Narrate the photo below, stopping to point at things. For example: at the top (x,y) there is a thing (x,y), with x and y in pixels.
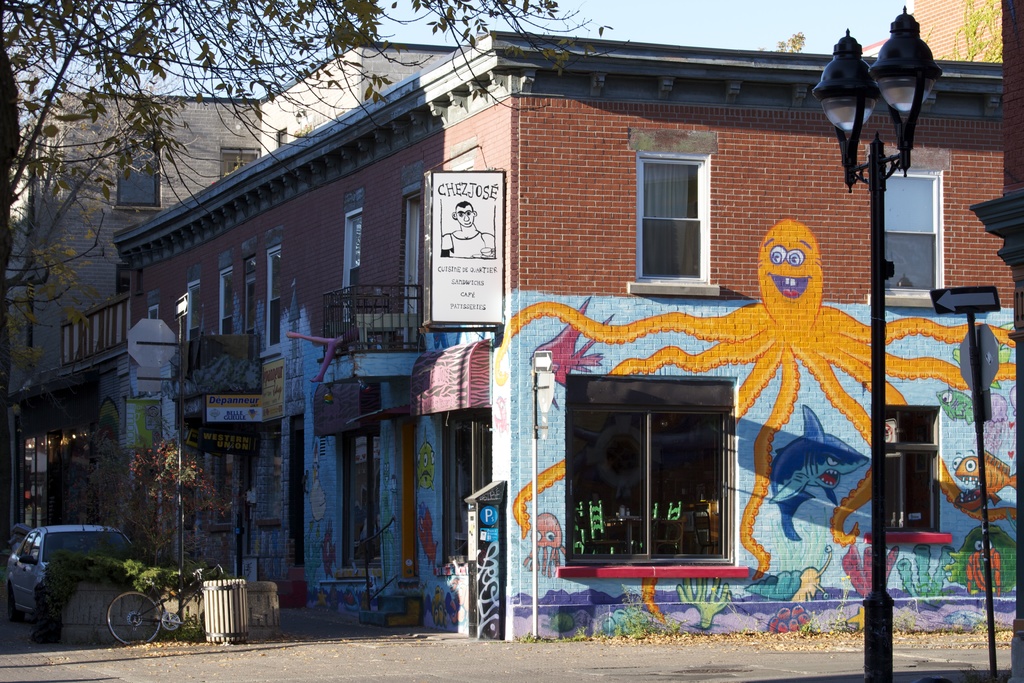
In the center of the image (484,288) we can see the sky (95,78), trees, buildings (767,90), windows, banners (471,249), sign boards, poles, fences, one dustbin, plants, vehicles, lights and few other objects (495,585). And we can see some paintings (776,403) on the wall (776,403).
